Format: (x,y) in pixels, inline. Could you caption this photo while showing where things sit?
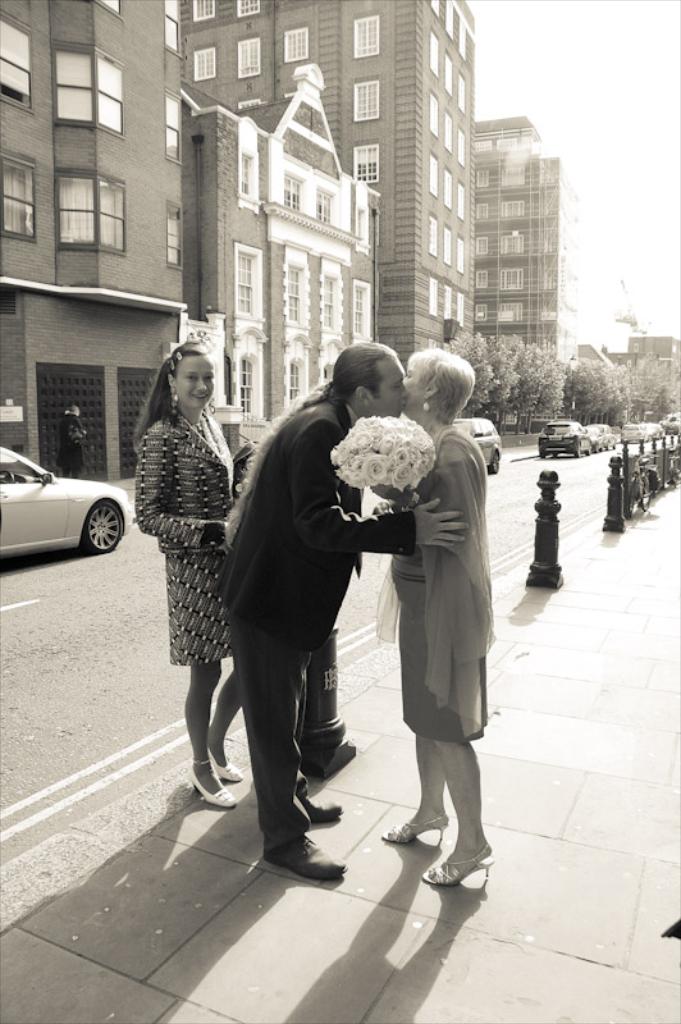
In this picture there is a man (238,527) and a woman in the center of the image (235,528), they are kissing each other, there are cars (599,431) on the right (550,431) and left side of the image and there are buildings (349,145) on the left side of the image (142,281).
